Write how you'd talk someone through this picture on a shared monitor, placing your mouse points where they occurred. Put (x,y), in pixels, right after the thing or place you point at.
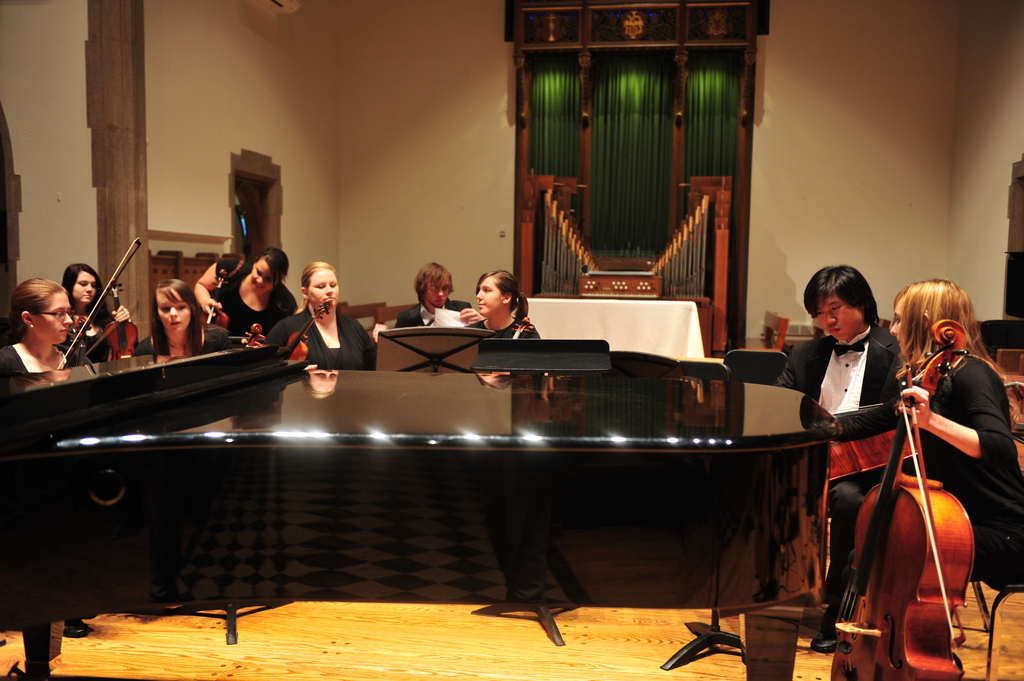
In this image I can see the group of people (835,335) sitting and these people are playing the musical instruments (911,508).
